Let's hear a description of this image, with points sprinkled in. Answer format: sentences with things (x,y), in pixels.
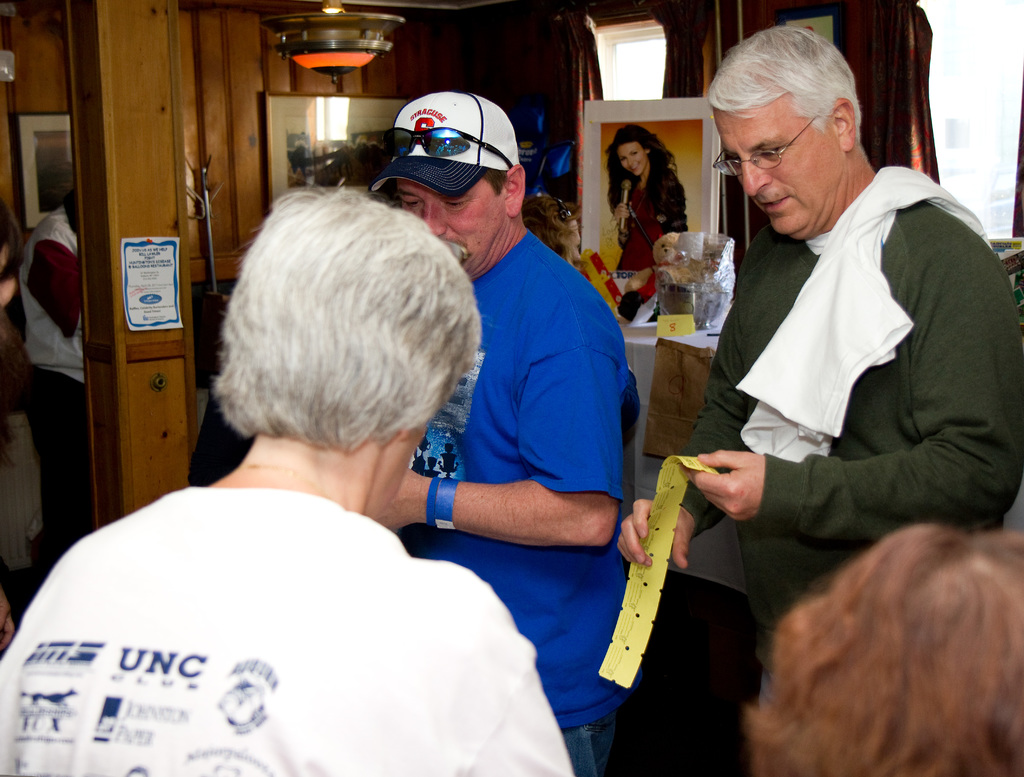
In this image, we can see people (467,330) and some are wearing glasses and there is a man (476,188) wearing a cap (471,173) and we can see a person (683,535) holding an object (684,483) and there is a sweater (811,355) on him. In the background (630,187), there is light (349,64) and we can see frames (663,163) and some other objects (653,254).
